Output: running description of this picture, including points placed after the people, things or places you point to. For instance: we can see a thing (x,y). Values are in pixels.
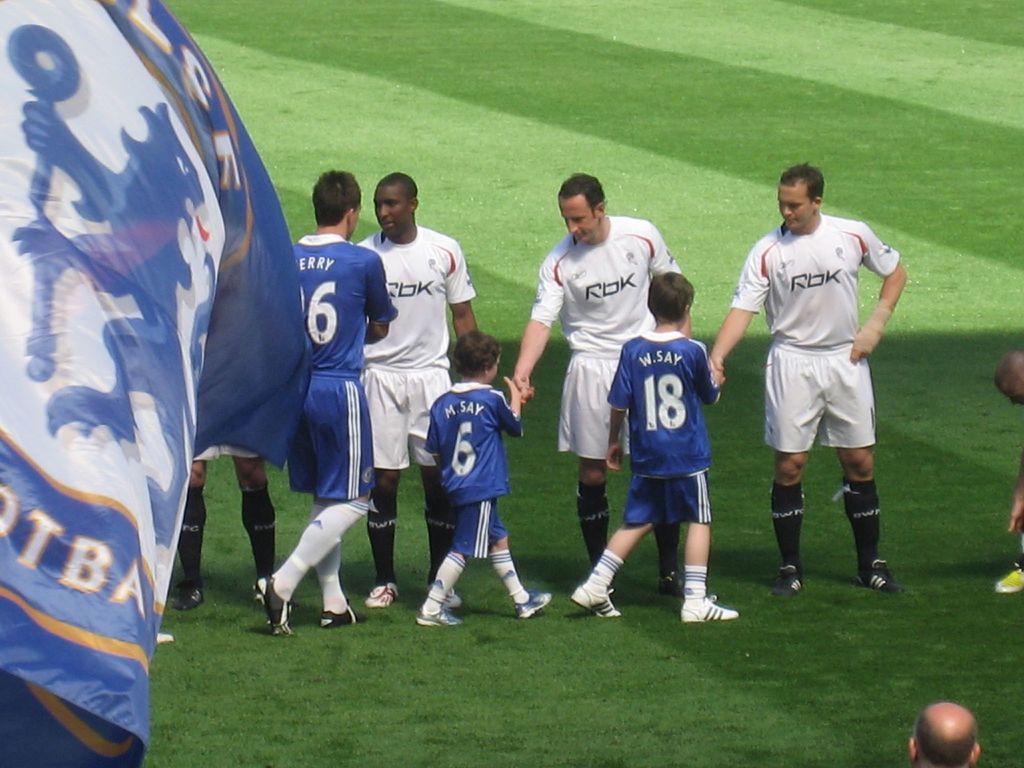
In the center of the image (355,325) we can see people (388,209) standing and there are kids (633,507). At the bottom (309,663) there is ground (452,697). On the left (71,662) we can see a banner (116,301).
